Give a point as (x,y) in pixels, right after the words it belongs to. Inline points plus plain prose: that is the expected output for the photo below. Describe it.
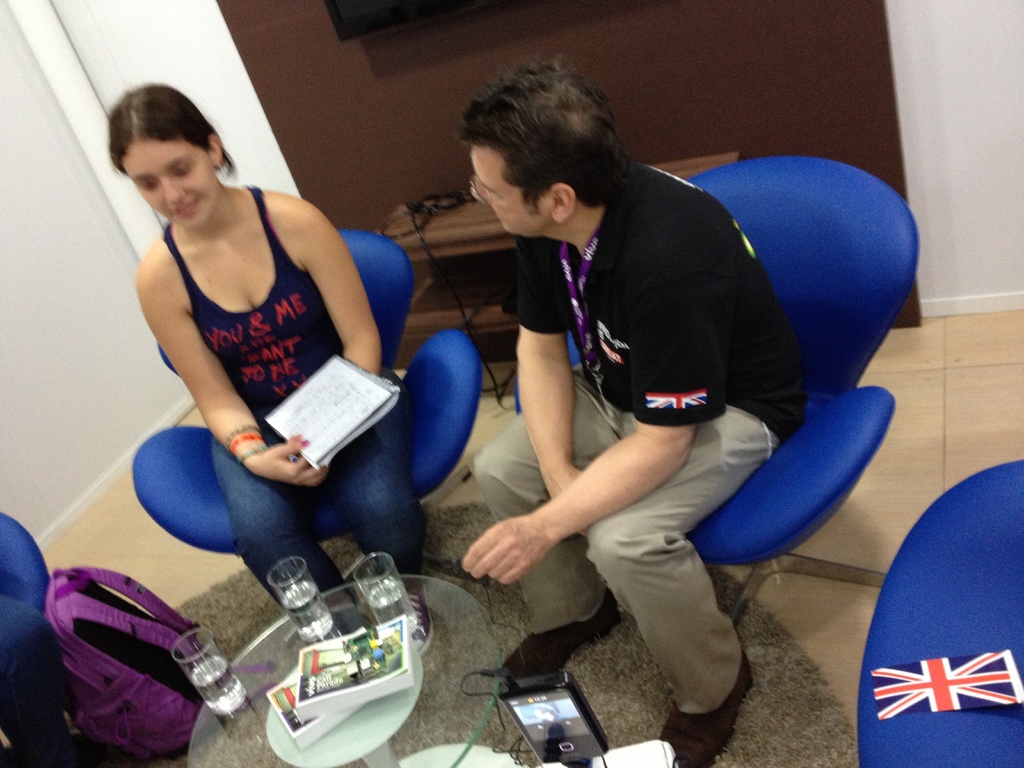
In this picture there is a table (439,767) at the bottom side of the image (303,635), which contains glasses (384,619) and books (336,678) on it, there is a bag (97,715) on the floor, there is a man (781,435) and a woman (237,229) on the chairs (795,449) and there is a television (408,10) at the top side of the image (372,26).
